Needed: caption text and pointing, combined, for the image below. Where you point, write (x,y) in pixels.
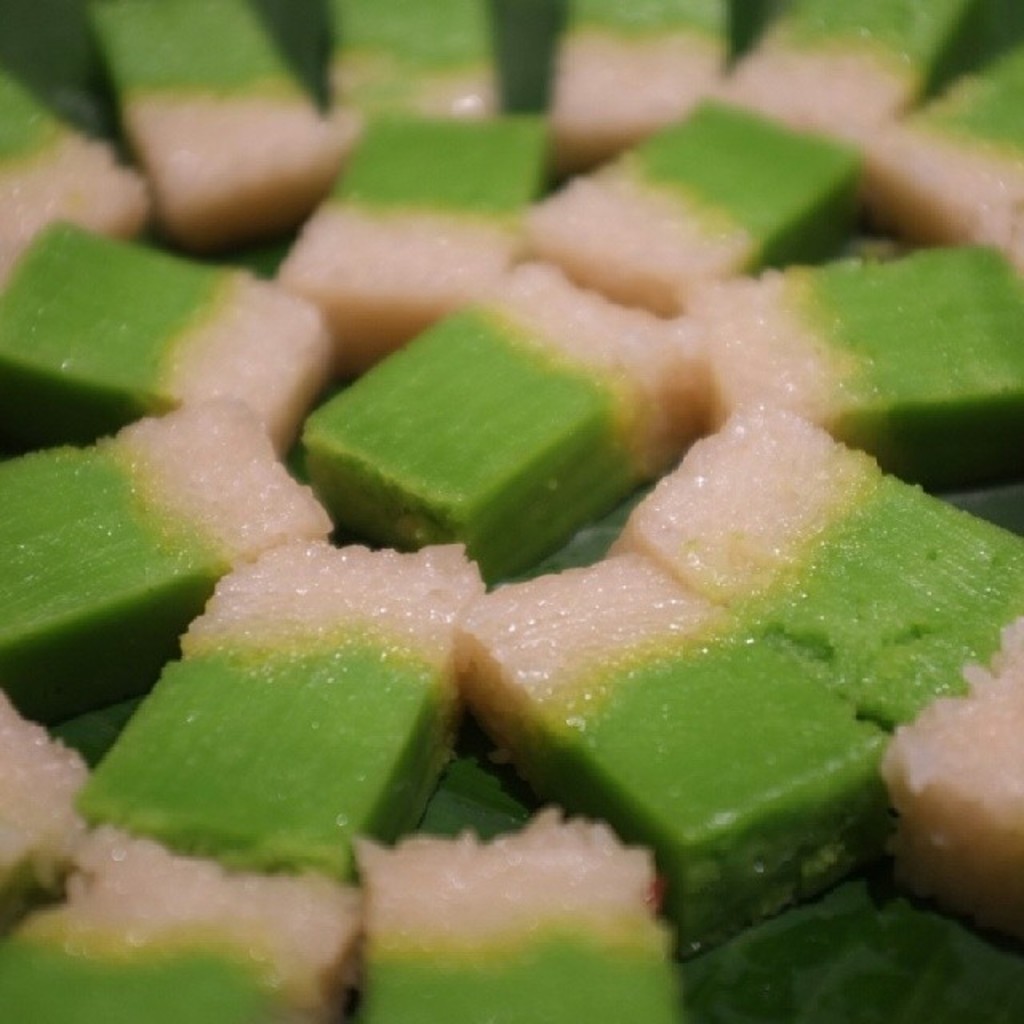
In this picture we can observe a food item (512,365) which is in cream and green color. This food item (211,646) is arranged in circular shape.
